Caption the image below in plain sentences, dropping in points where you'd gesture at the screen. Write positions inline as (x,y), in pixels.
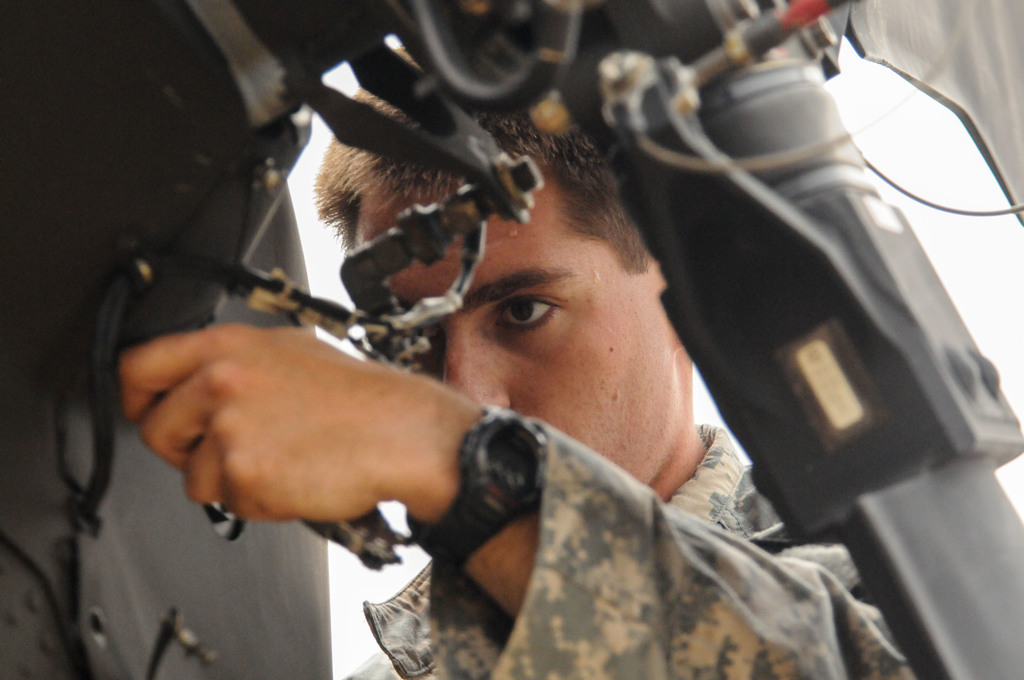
In this image we can see a person (494,313) holding an object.
